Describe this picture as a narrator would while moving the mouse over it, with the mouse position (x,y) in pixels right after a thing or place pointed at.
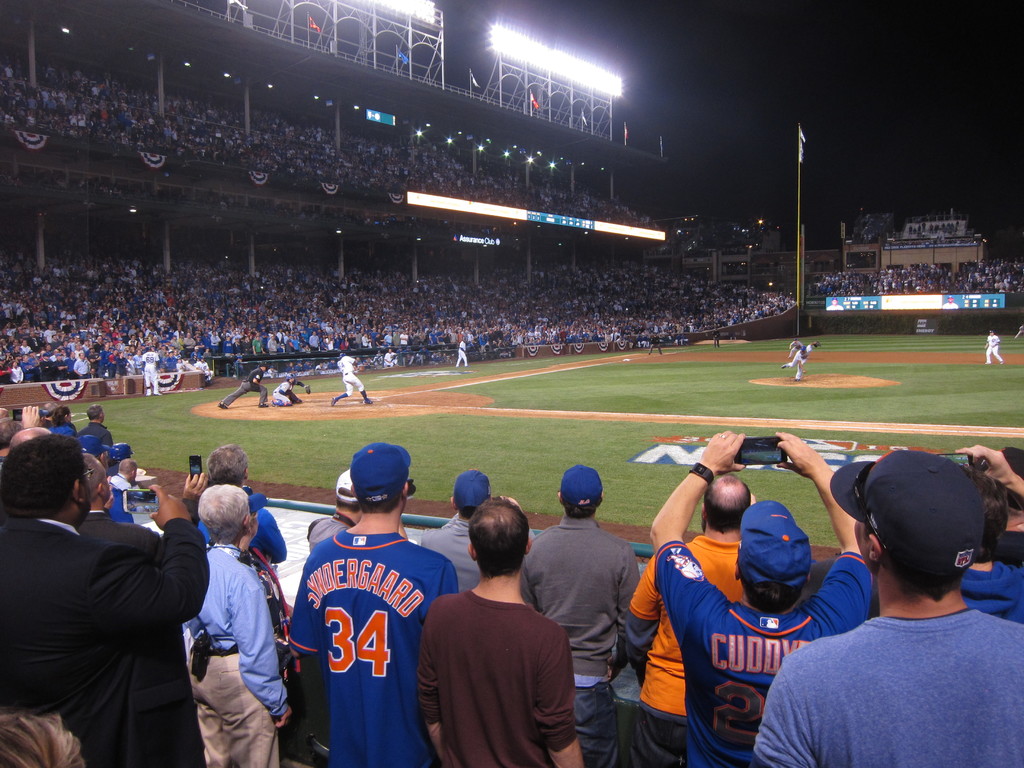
In front of the image there are a few spectators (183,569) holding mobile phones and clicking pictures, in front of them on the ground (363,418) there are a few players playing baseball, around them on the stands (528,284) there are a lot of spectators (433,284) watching, on the boundary fences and in the stands (422,216) there are sponsor boards (534,211), on top of the stands (292,73) there are flags (310,20) and flood lights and there is a flagpole (797,282).
